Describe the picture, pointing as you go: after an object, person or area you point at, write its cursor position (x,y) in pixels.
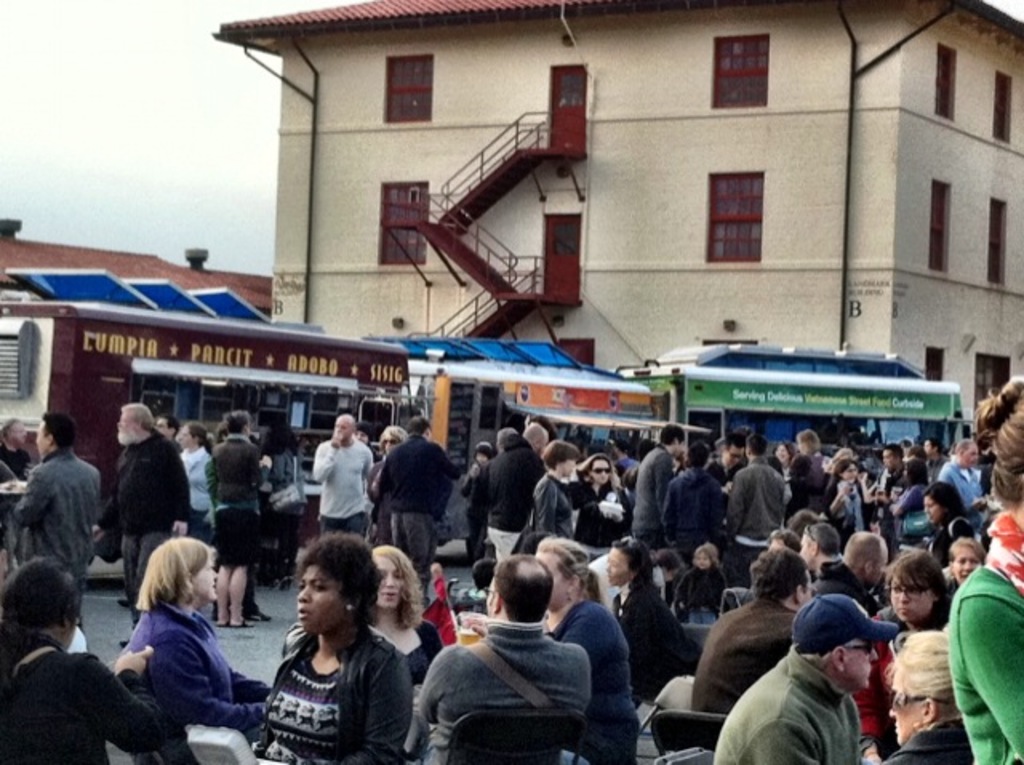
There is a crowd (684,653) at the bottom of this image (610,631). We can see buildings (335,311) in the middle of this image (581,313) and the sky (245,0) is in the background (129,109).
